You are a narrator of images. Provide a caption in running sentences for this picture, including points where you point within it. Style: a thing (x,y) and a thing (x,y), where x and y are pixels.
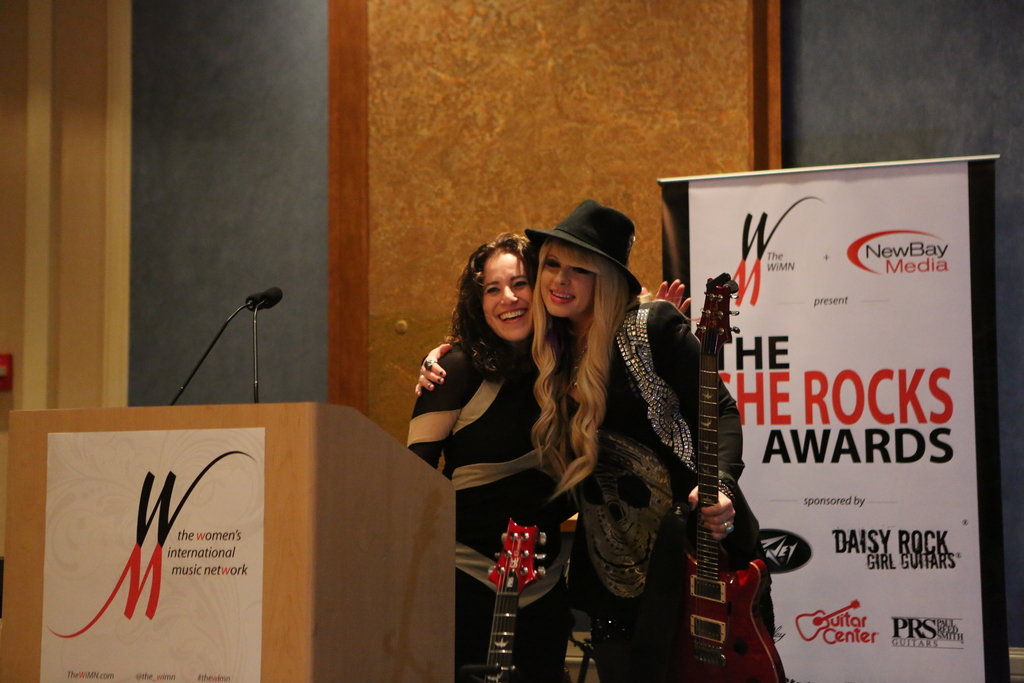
As we can see in the image there is a wall (283,210), two people (613,391) standing on stage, a poster (832,386) and a mike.
